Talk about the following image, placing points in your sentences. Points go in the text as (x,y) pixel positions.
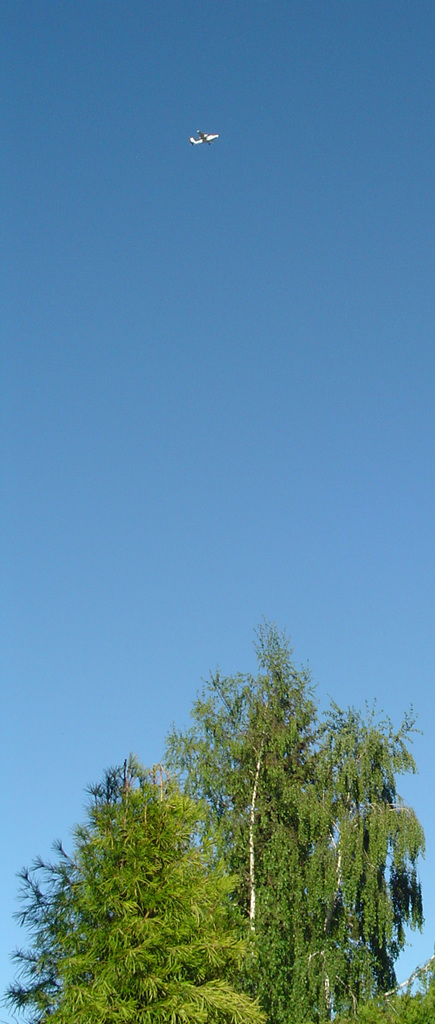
In this image we can see the trees (251,871). We can also see the airplane (201,139) in the air. Sky (212,143) is also visible in the background (226,575).
